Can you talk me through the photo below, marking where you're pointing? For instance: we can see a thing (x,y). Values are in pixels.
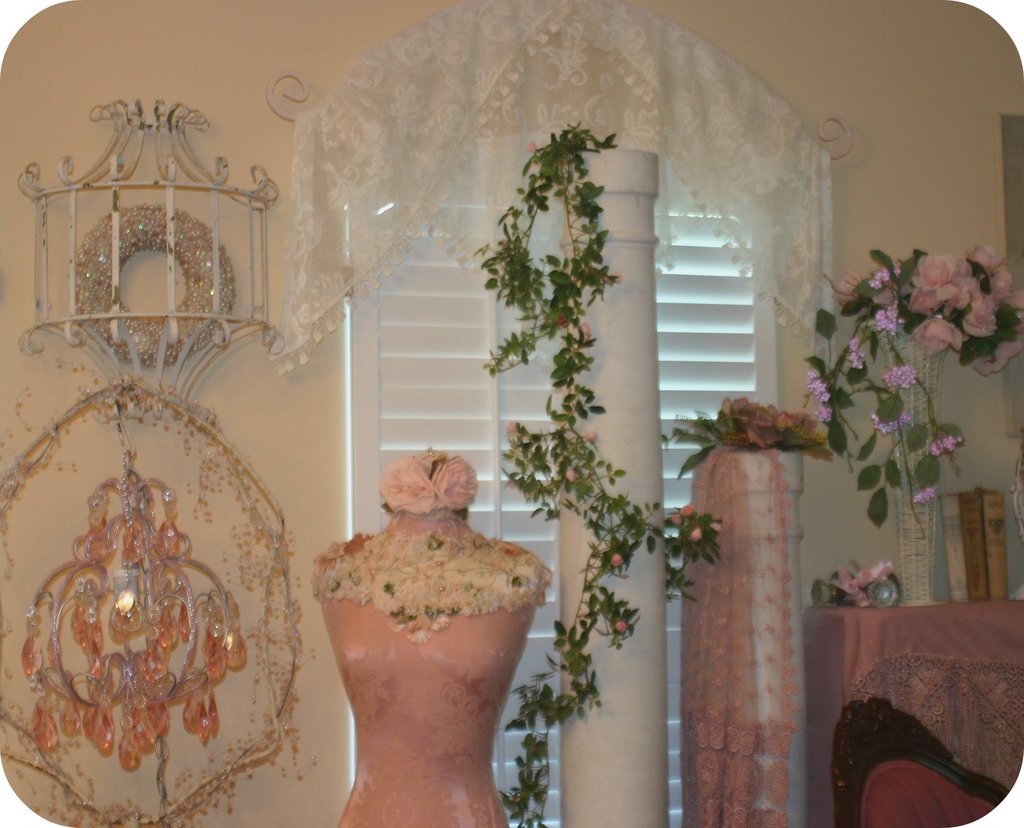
In this picture I can observe mannequin (465,613). On the right side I can observe white color pillar (608,182). I can observe some plants (568,457). There is a chair (911,745) on the right side (918,737). I can observe flower vase (904,563) placed on the desk (827,671). In the background (457,380) there is a window (456,165) and a wall (302,58).
